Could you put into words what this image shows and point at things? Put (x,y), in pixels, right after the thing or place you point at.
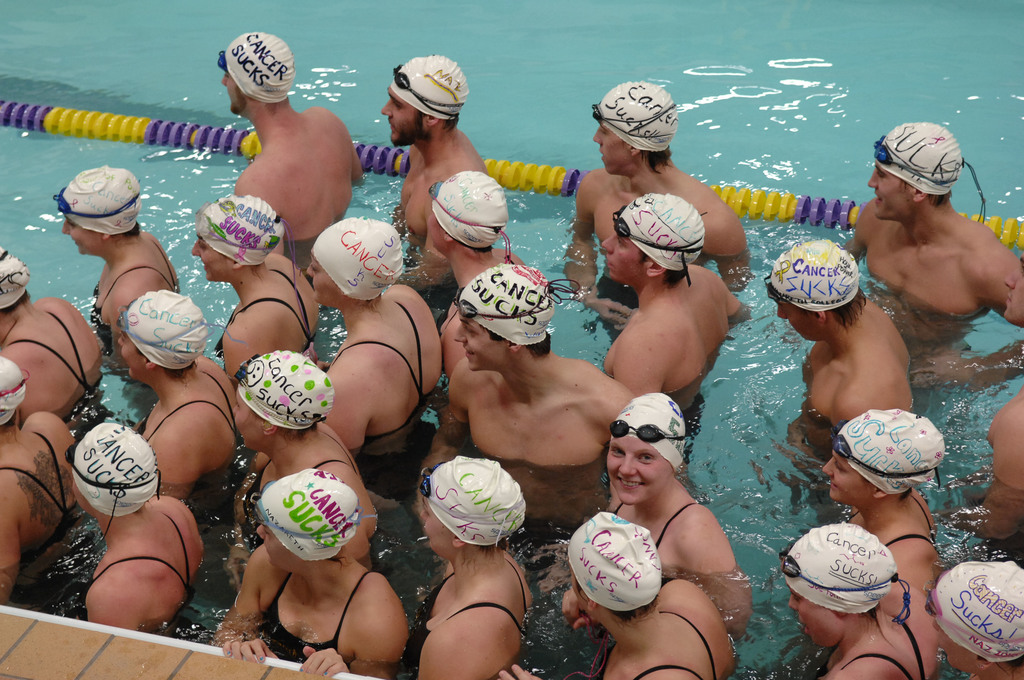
In this image few persons (447,502) are in water (66,151) wearing caps (666,422) and goggles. Left bottom there is a floor (149,642). Behind the persons (493,190) there is a rope (502,174) on water (766,14).
